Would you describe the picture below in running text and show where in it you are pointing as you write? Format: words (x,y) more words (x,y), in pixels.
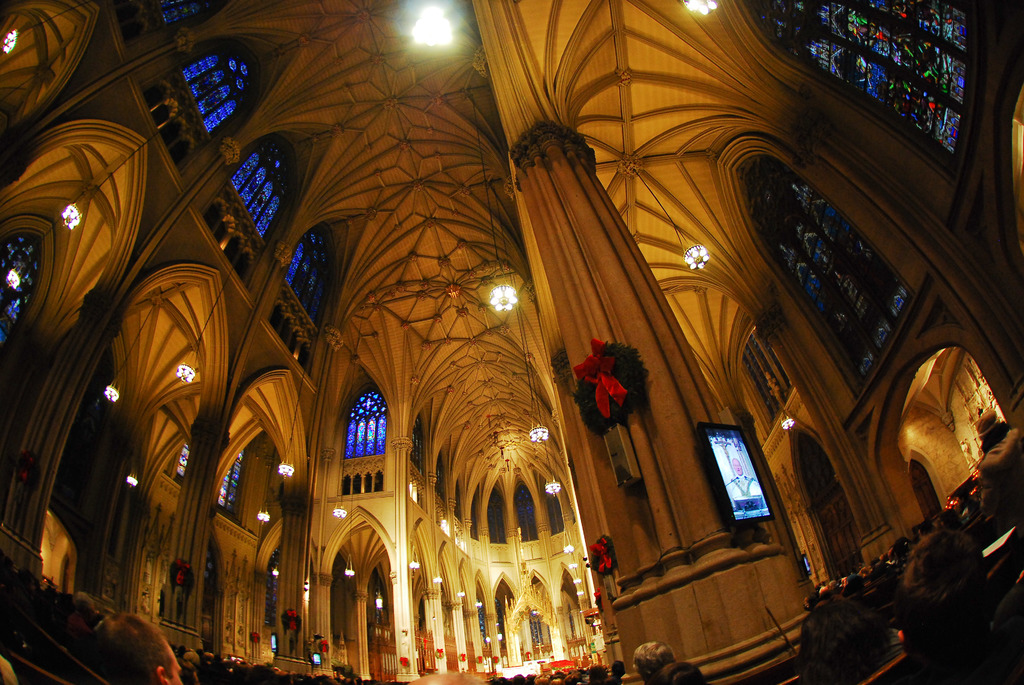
This is an inside view of a building (354,529) as we can see lights (499,310), pillars (318,599), and some persons (141,620) and windows (892,286).
